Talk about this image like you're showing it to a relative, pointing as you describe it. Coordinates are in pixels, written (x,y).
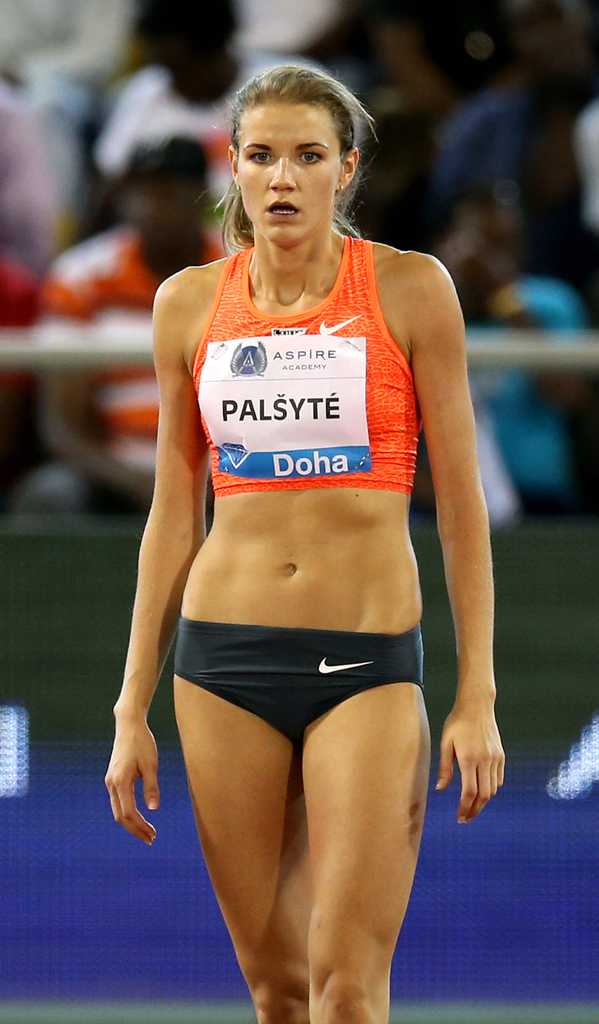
In this picture there is a woman (280,422) standing. At the back (363,195) there are group of people (561,150) sitting behind the rod (7,354) and there is a board (11,663).
